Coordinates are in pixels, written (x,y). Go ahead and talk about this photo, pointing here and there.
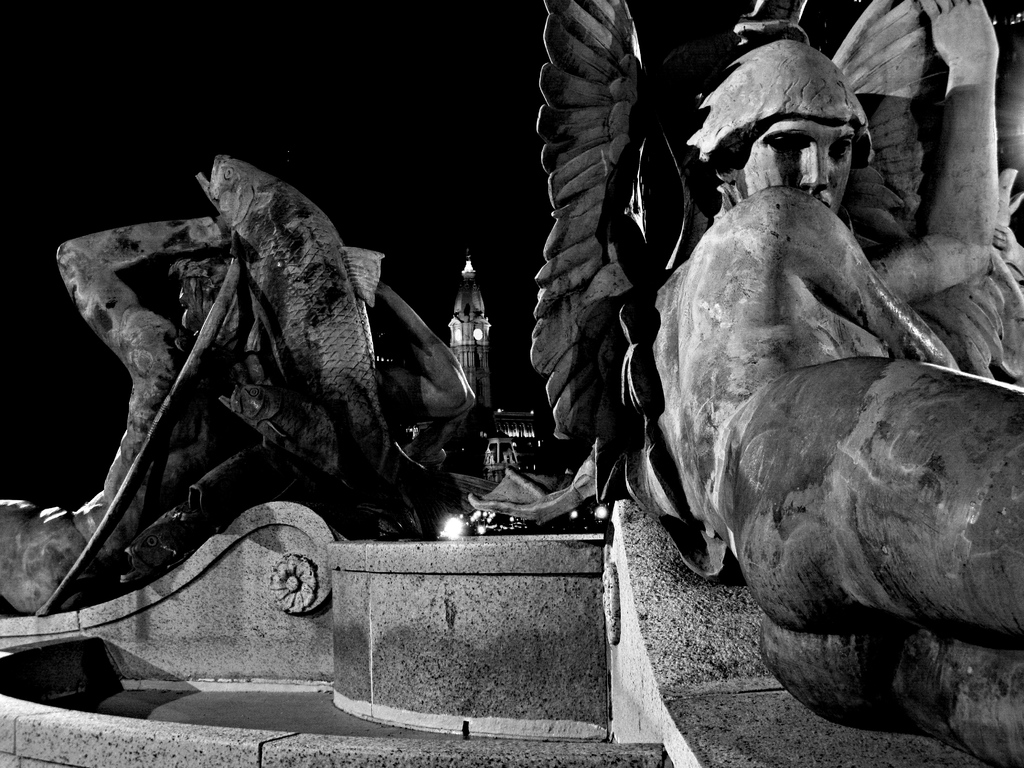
It is a black and white image. In this image we can see the depiction (234,318) of humans (741,351) and also the fish (389,451). In the background (449,532) we can see the lights (462,526) and also the tower building (489,351).
